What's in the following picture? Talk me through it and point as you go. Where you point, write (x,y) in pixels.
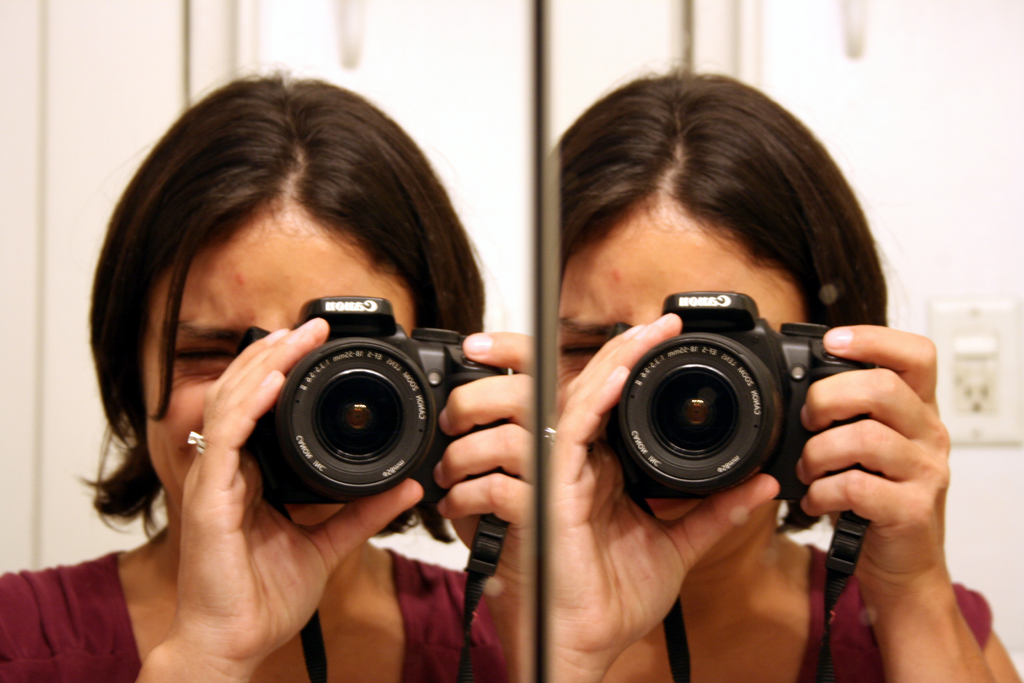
In this image we can see a lady (521,499) holding a camera (793,470) and clicking pictures. In the background (962,370) we can see a switch board (970,378).
